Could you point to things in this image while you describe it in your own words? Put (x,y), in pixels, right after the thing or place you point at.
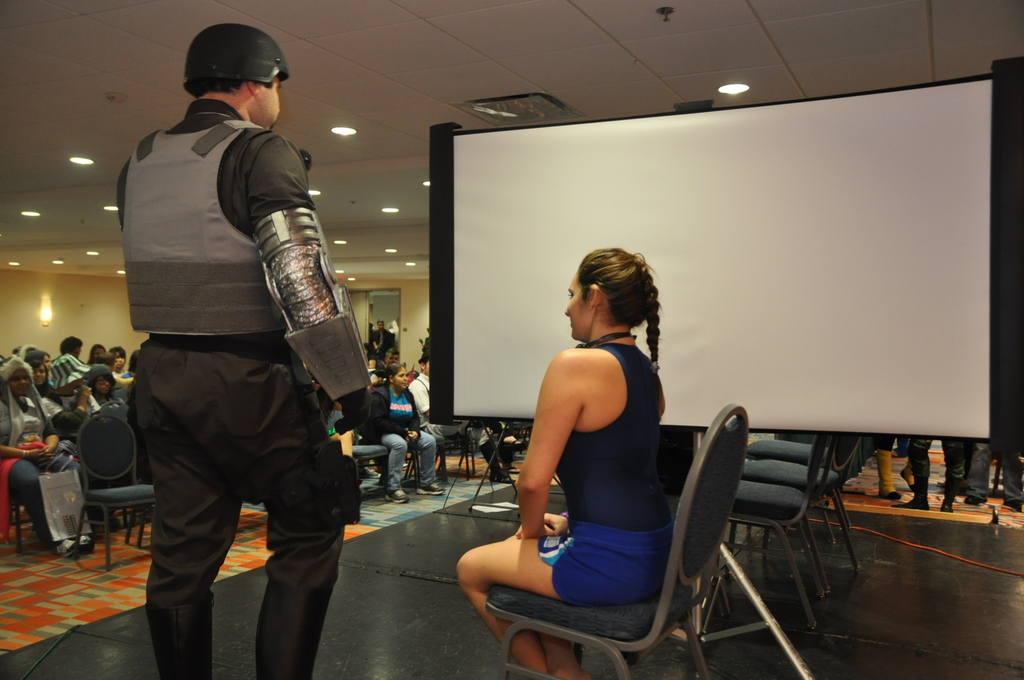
On top (349,126) there are lights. Persons (25,417) are sitting on chair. On this stage (347,592) there is a screen (749,338), chairs (491,601) and persons (607,470).
